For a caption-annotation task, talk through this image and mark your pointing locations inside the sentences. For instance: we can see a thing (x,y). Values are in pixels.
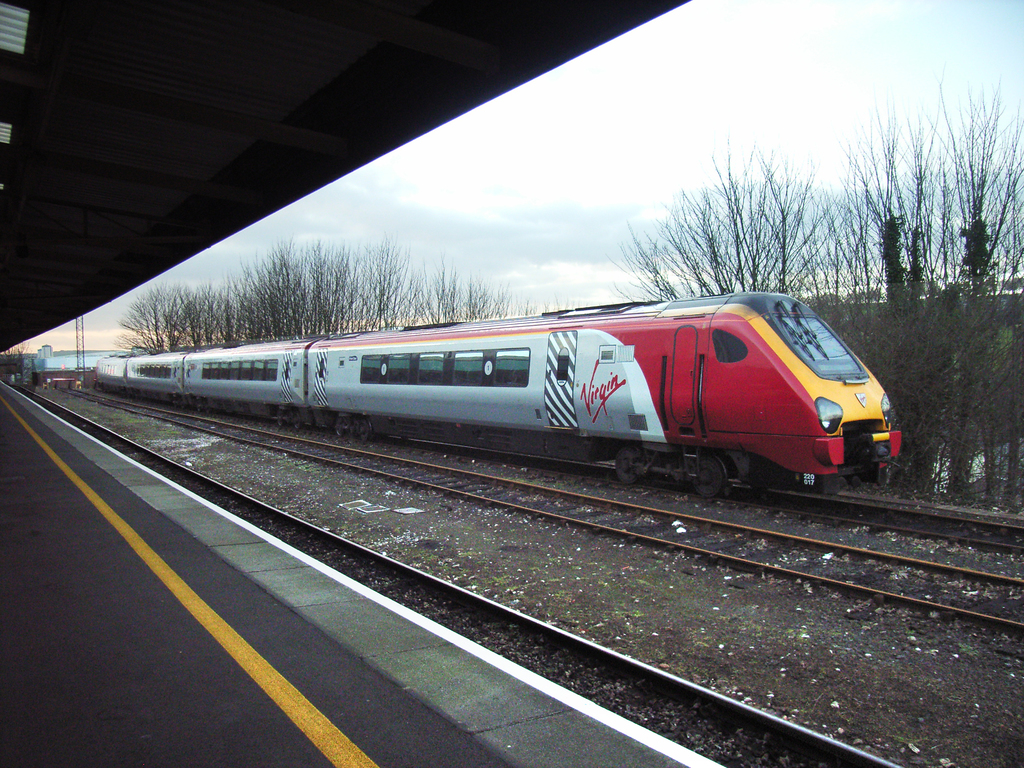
In this picture we can observe a train (421,382) which is in red and silver color moving on the railway track (944,525). There are two other railway tracks (500,506). We can observe a platform (251,611). In the background (181,315) there are trees (740,254) and sky (599,189) with some clouds (588,188).
